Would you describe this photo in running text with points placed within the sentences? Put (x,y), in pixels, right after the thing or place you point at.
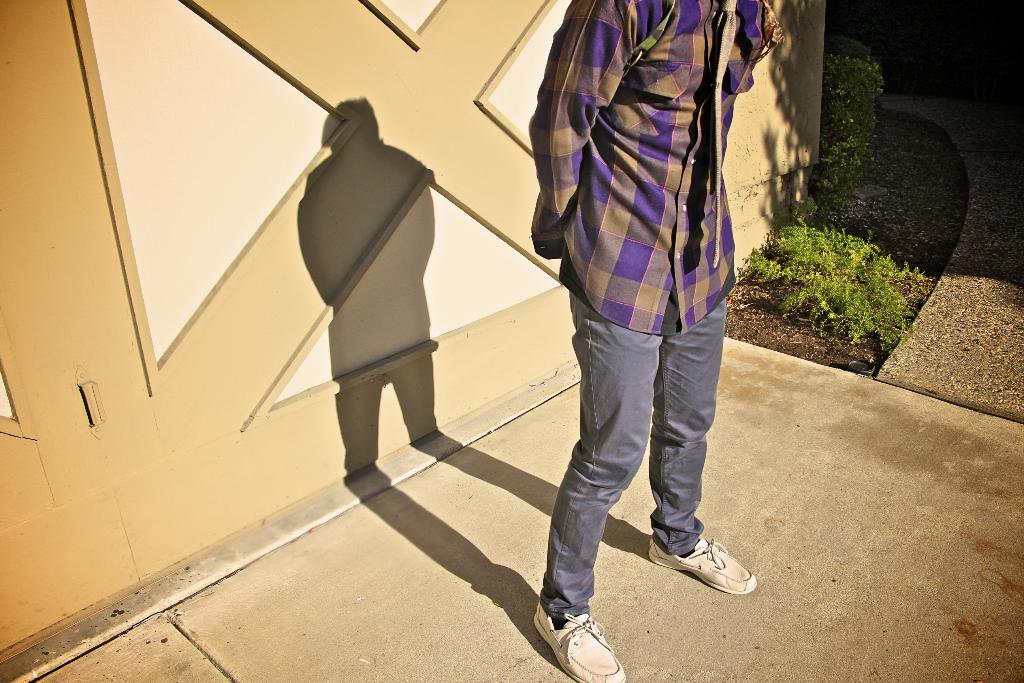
A person (657,164) is standing. Here we can see a person shadow (397,281) and plants (800,217).
